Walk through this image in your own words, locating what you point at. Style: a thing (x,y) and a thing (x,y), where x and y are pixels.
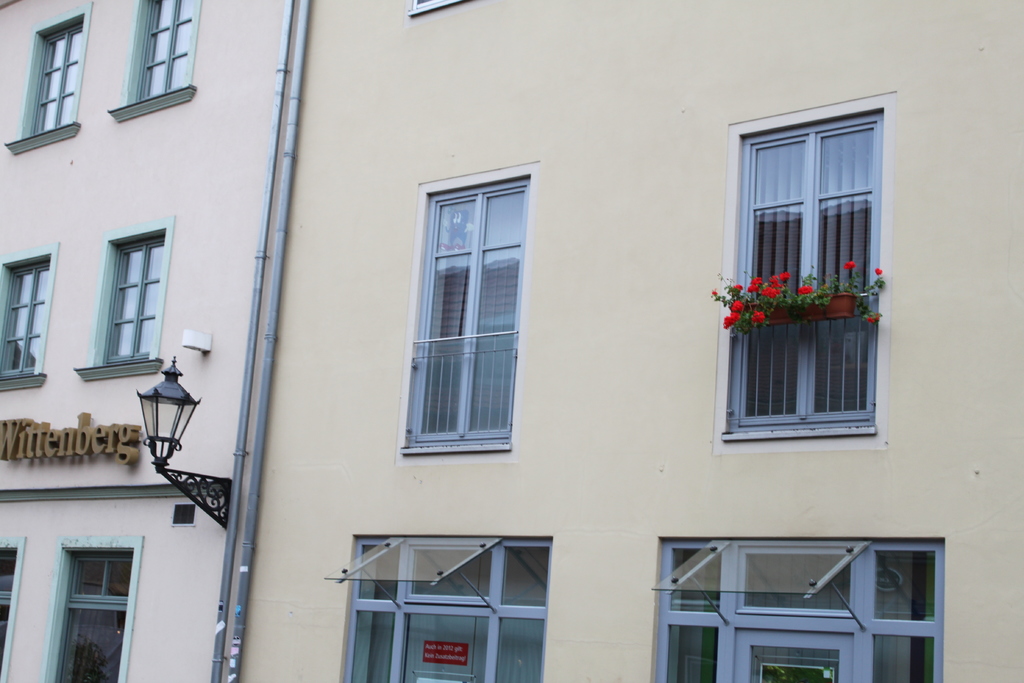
In this picture we can see the sidewall (570,390) of a building (432,542) with many windows (859,420), flower pots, a pipeline (297,42) and a lamp post (172,389).
